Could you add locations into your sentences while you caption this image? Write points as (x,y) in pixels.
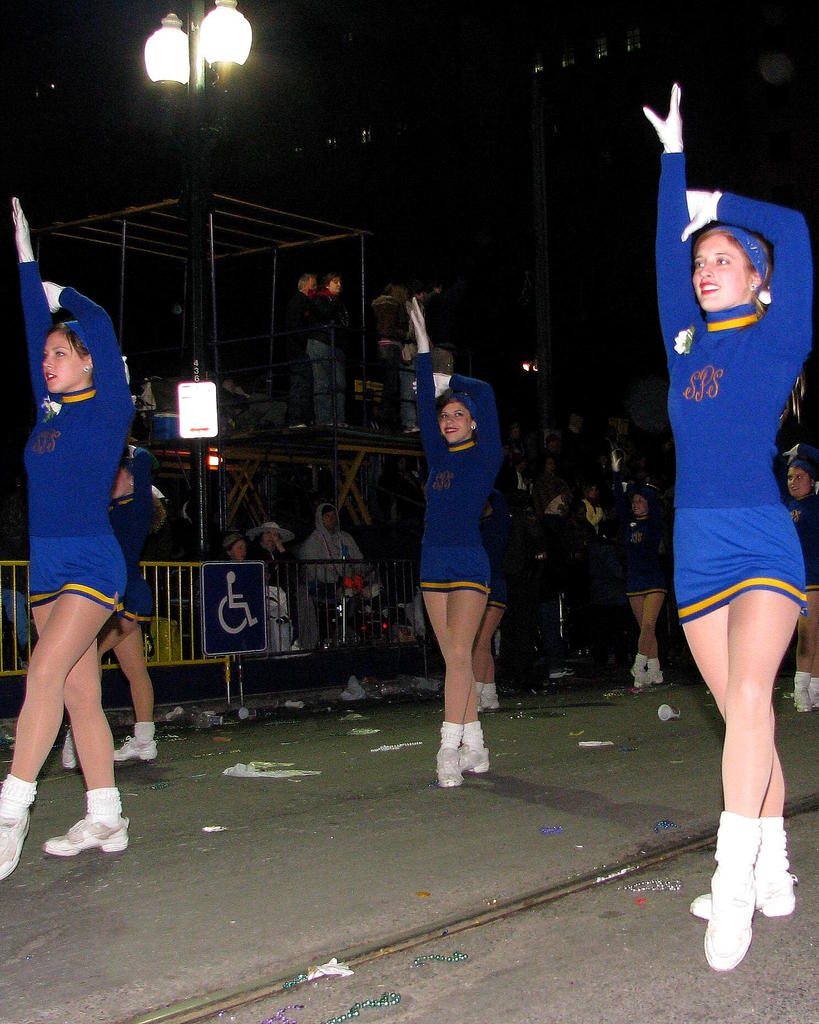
This image is taken outdoors. At the bottom of the image (462,976) there is a road (417,853). In this image the background (54,173) is a little dark. There are many people (315,534). There is a railing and there is a signboard (246,571). There is a pole (206,241) with a few lights (220,43). In the middle of the image (459,410) a few women (84,624) are performing on the road (778,699).
